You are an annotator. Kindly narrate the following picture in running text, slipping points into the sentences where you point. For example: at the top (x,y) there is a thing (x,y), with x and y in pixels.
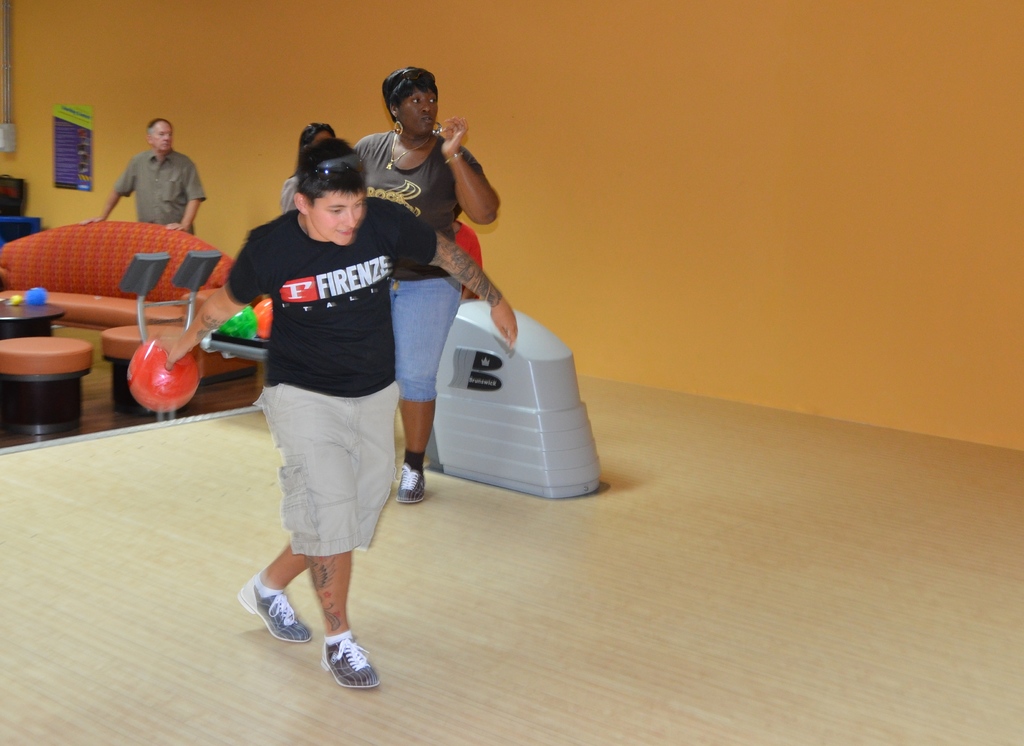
There are people (423,197) standing and this person (319,331) holding ball (161,348). We can see sofa (84,248), objects (19,303) on the table (21,329), chairs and poster (81,116) on the wall (207,61).
